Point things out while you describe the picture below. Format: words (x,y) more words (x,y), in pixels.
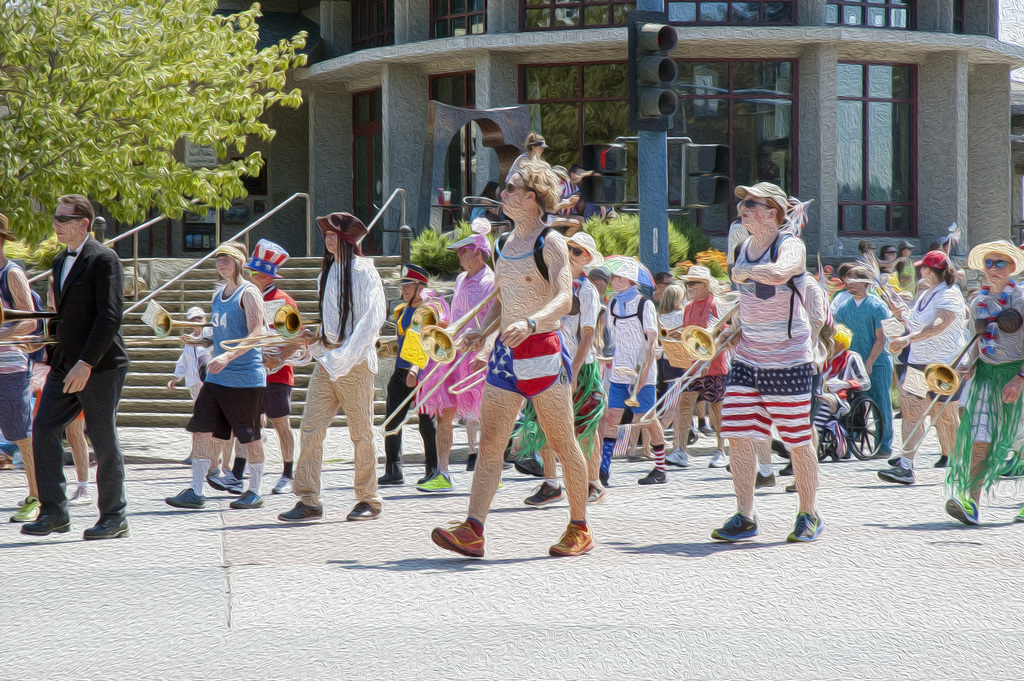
In the center of the image (671,295) there are people (565,554) walking on the road (353,496) holding musical instruments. In the background of the image (777,139) there is a building (727,30). There is a tree (219,139). There are staircases (130,401). There is a traffic signal (656,58).
